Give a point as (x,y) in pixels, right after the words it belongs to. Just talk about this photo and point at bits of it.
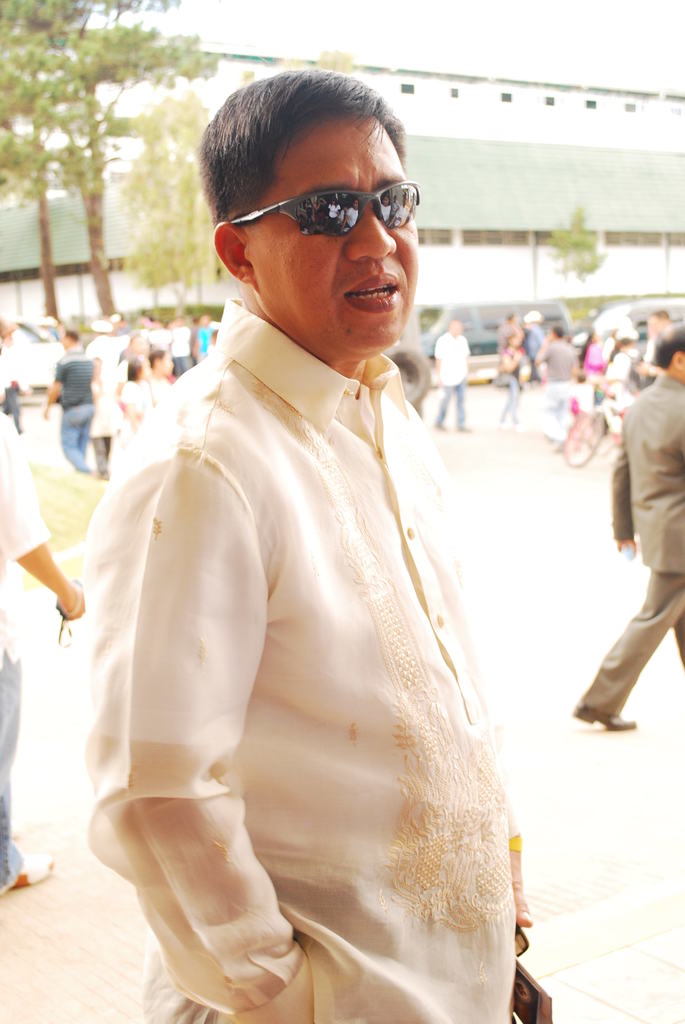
This picture describes about group of people (301,614), in the middle of the image (315,548) we can see a man (342,458), he wore spectacles (341,193), in the background (171,168) we can see few trees (137,272), buildings (476,248) and vehicles (476,363).
